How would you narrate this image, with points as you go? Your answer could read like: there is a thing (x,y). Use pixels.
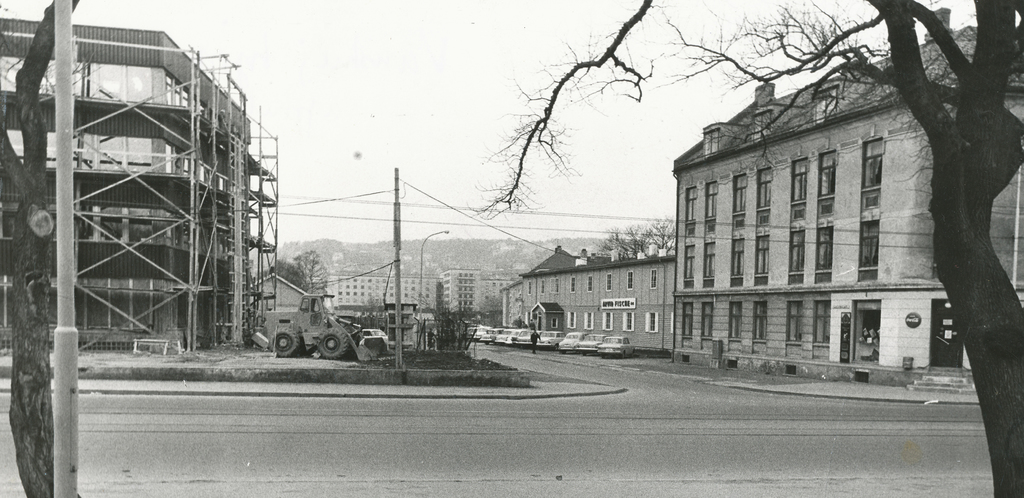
In this image I can see few roads (568,443), a pole (60,111) and two trees (972,272) in the front (972,272). In the background (719,308) I can see number of buildings (711,298), number of vehicles (565,342), few more poles (420,268), a street light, wires (522,239) and few trees (643,230). I can also see one person (532,333) in the background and on the right side of the image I can see few boards (625,304) on the buildings (754,284). I can also see something is written on these boards (608,304) and I can see this image is black and white in colour.
